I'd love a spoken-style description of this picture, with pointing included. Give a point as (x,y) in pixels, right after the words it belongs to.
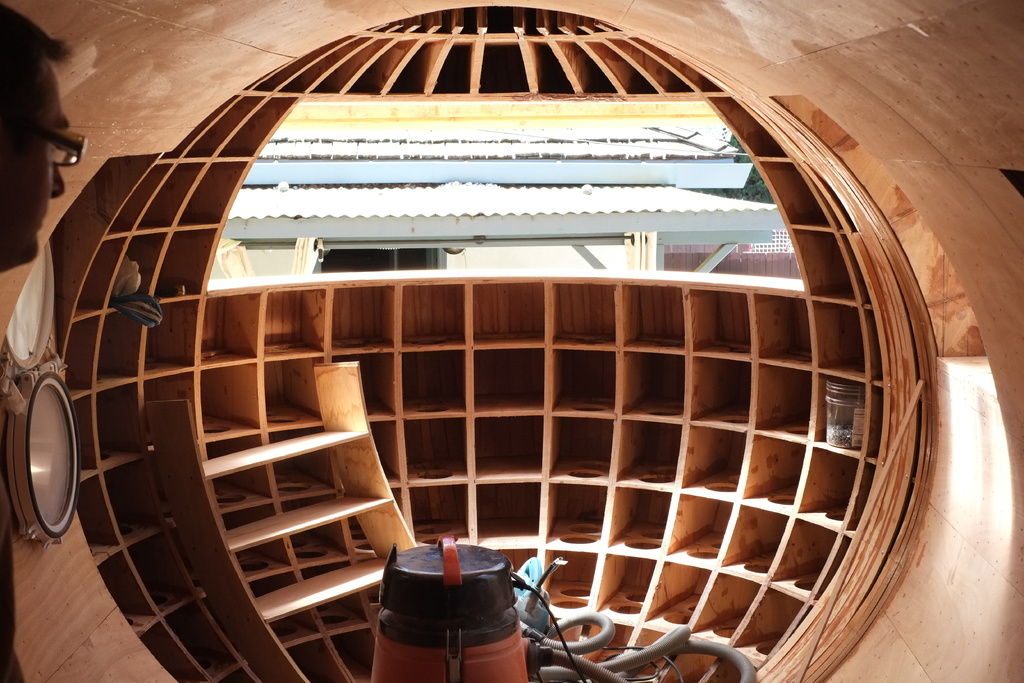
In this image in the front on the left side (1,218) there is a person (6,206). In the background (371,303) there are shelves (383,417) and there are objects (498,620) which are black and red in colour and there are round windows (34,460) on the wall (100,647), there are houses (506,151), there is a gate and there is a door (405,260).
